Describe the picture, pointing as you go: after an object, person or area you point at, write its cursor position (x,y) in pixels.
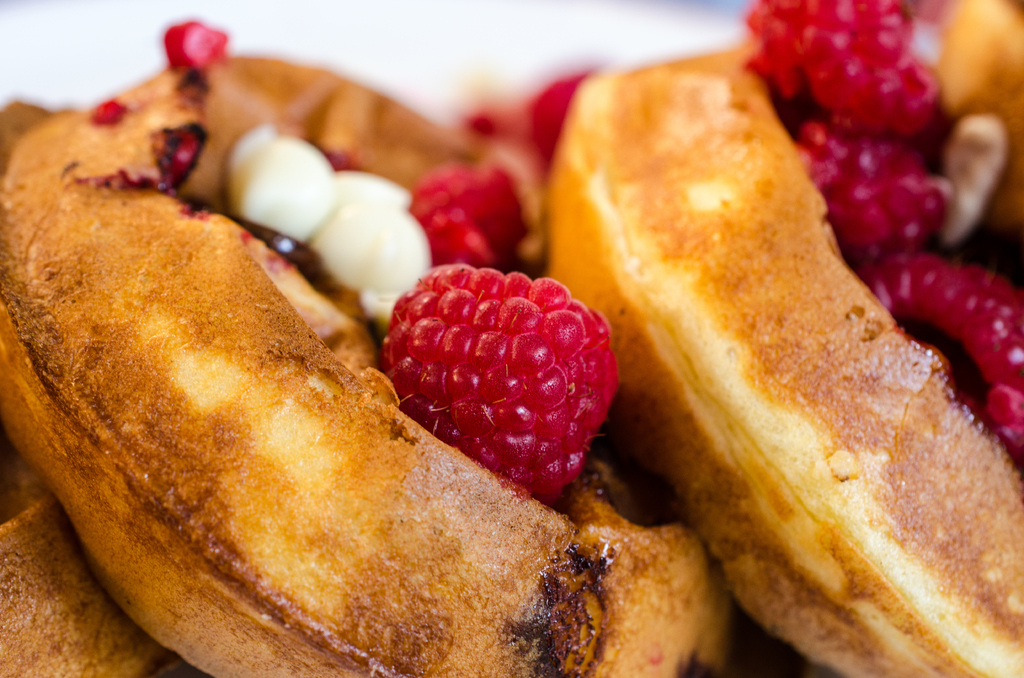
In this image we can see food (398,468) and some raspberries (445,413) on it.
